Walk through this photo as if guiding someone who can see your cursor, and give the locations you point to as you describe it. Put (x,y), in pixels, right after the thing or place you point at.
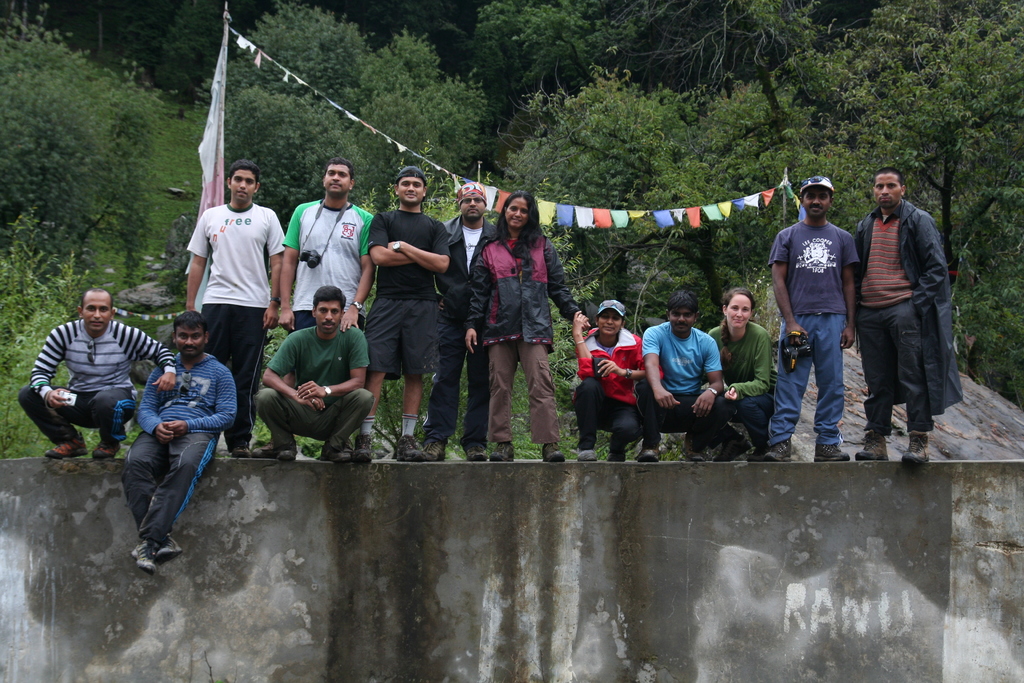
In this picture we can see a compound wall (72,497) from left to right. We can see few people (795,387) are standing and some people (268,427) are in squat position on this compound wall (60,466). We can see a person (779,389) holding a camera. There are few color papers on the poles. Few trees (634,73) are visible in the background (280,196).
